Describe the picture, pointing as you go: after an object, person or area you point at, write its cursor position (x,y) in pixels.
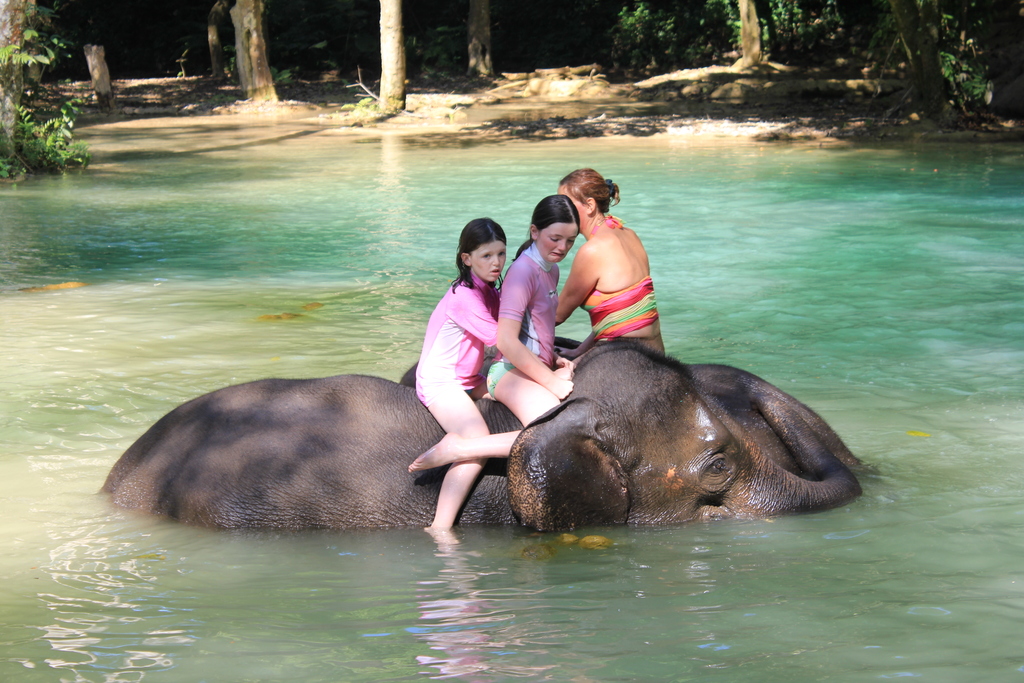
These three persons (517,338) are sitting on the elephants (490,420), we can see elephants (432,432) in the water (384,565). On the background (604,52) we can see trees (531,55).
